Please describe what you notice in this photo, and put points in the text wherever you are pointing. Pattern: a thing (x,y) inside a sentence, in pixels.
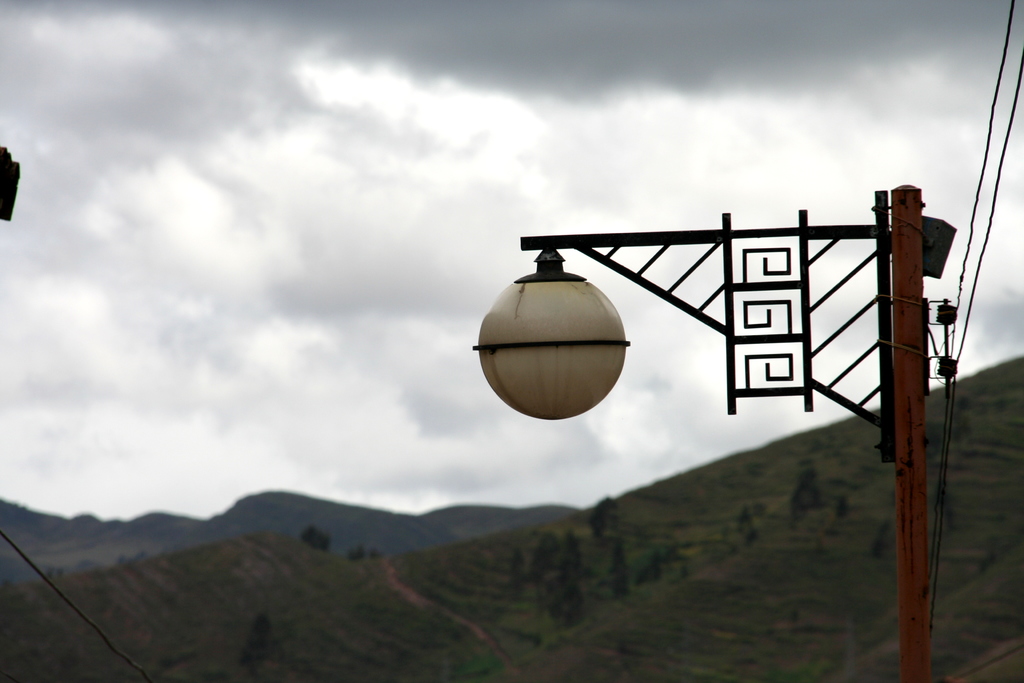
As we can see in the image there are hills (519,550), light (550,349), sky (351,251) and clouds (400,231).
